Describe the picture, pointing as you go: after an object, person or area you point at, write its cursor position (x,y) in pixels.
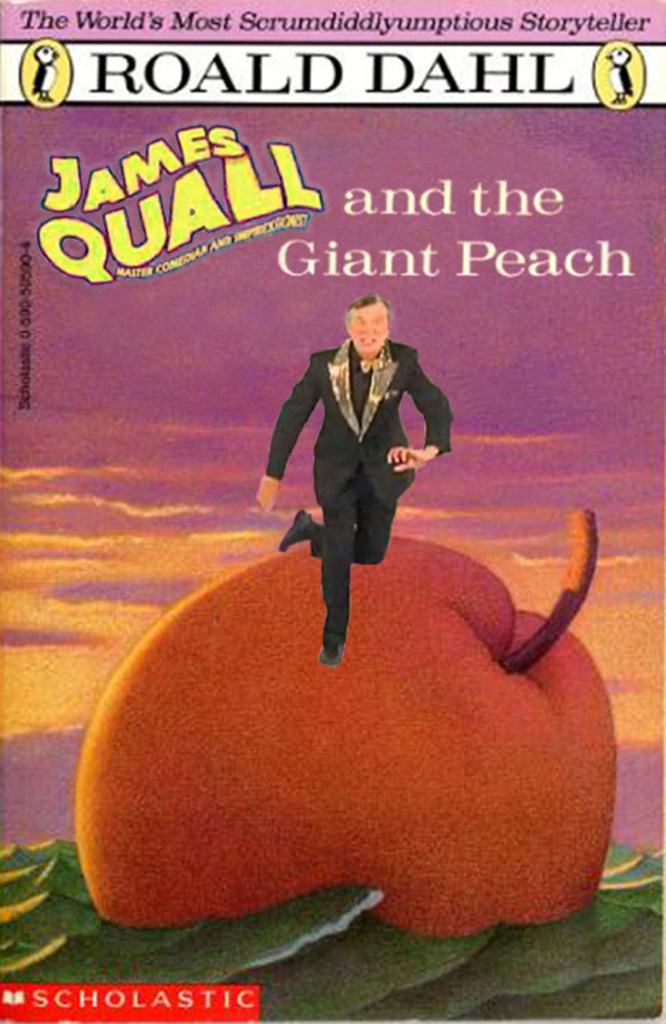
In this picture we can see a paper (237,770) and on the paper (319,685) there is a fruit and a person (341,431). On the paper (160,72) it is written something.
